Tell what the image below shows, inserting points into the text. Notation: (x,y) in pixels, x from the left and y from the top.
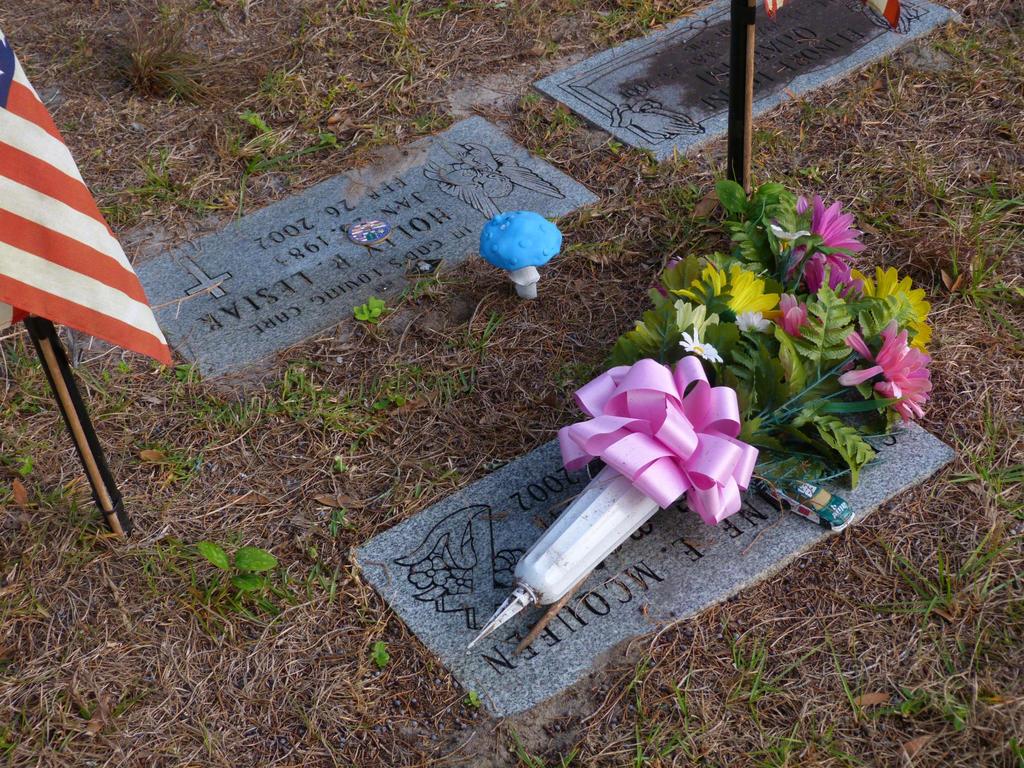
In this image I can see the ground (694,663), some grass (701,661) on the ground (297,464) and three stones (459,564) which are grey in color on the ground (903,632) and I can see something is carved on the stones (676,557). I can see a flower bouquet (696,449), a flag (34,214) and a mushroom (523,287) on the ground (469,281).
